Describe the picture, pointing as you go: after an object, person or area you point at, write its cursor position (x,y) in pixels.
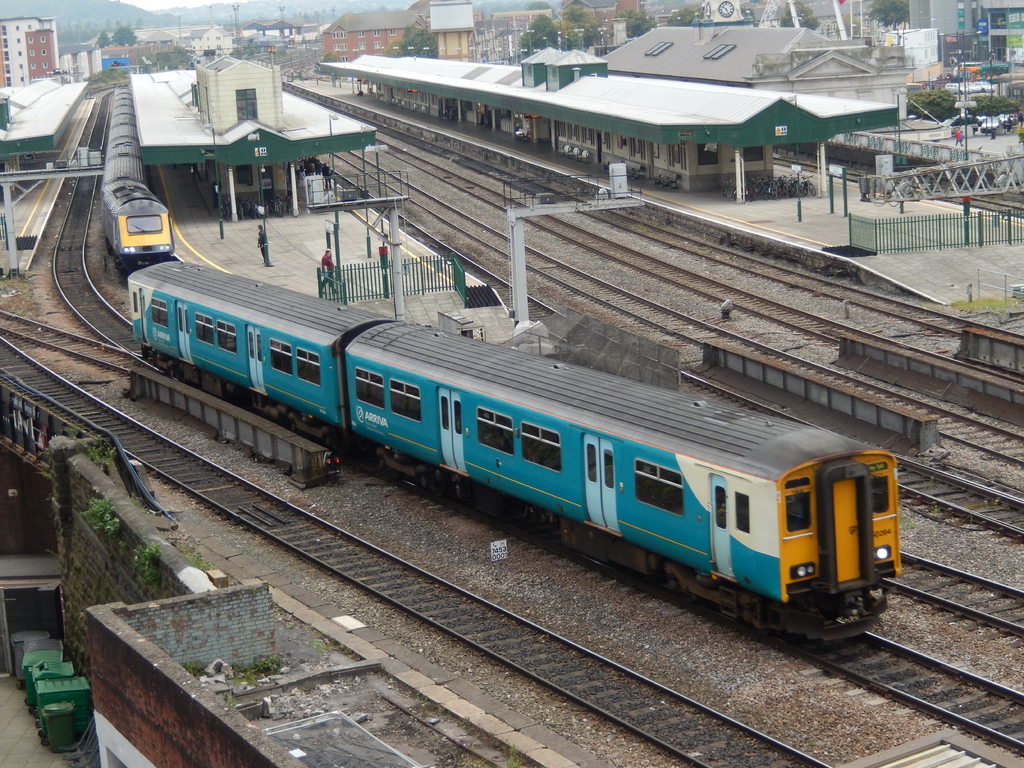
In this picture we can see trains (151,285) on railway tracks (701,321), platforms (666,187) with some people (264,228) standing and bicycles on it, buildings (315,141), trees (579,23), banners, fences (891,244), walls (37,491), bins (72,738), poles (380,171), clock (726,14) and some objects (376,145) and in the background (42,1) we can see mountains (231,20).
